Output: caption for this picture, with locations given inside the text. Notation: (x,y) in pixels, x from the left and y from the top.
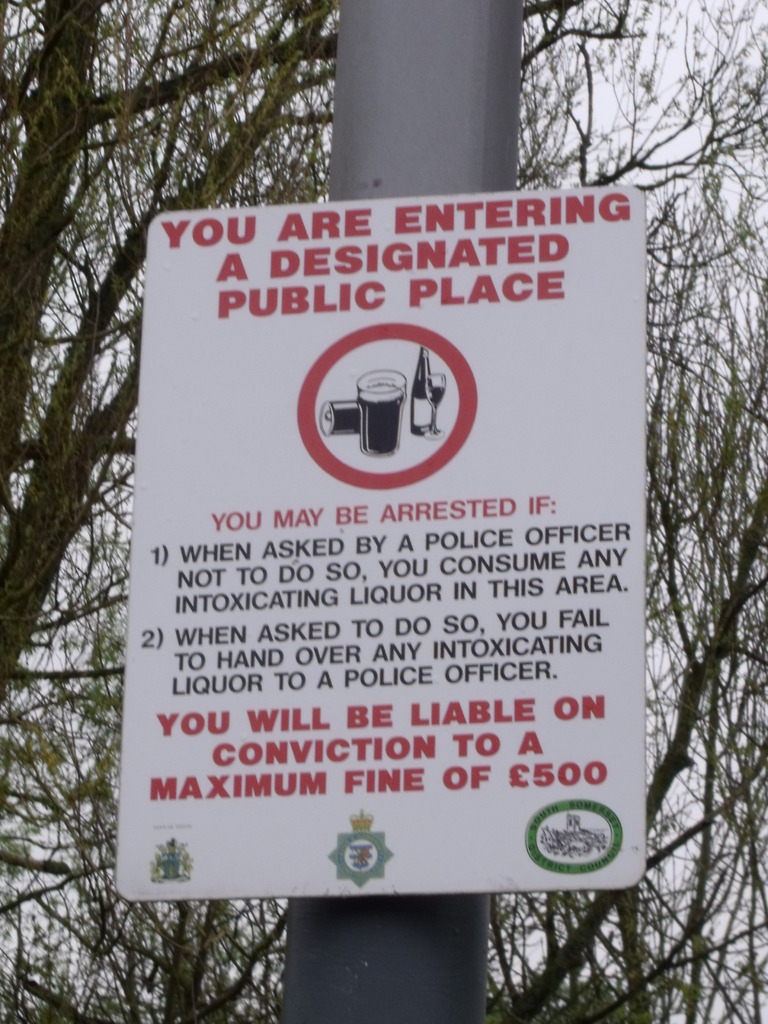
This picture shows caution board (406,316) with text (388,251) to the pole (497,38) and we see trees (148,63).
